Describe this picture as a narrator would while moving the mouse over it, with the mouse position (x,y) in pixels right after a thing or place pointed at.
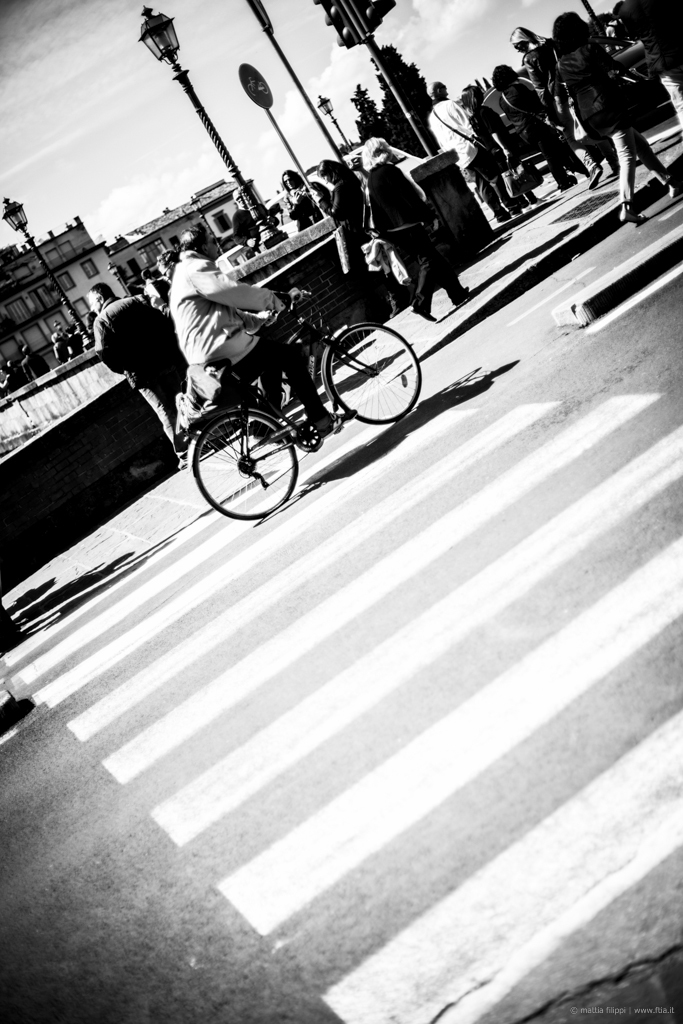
It is a black and white picture where people (422,268) are walking on the road (554,302) and one person (296,303) is riding a bicycle (368,374), behind the person (194,368) one person (159,371) is standing and there are trees (405,118) and sky (143,70) is covered with clouds (336,70) and there are buildings (167,246) and some street lamps (148,36) are present.
